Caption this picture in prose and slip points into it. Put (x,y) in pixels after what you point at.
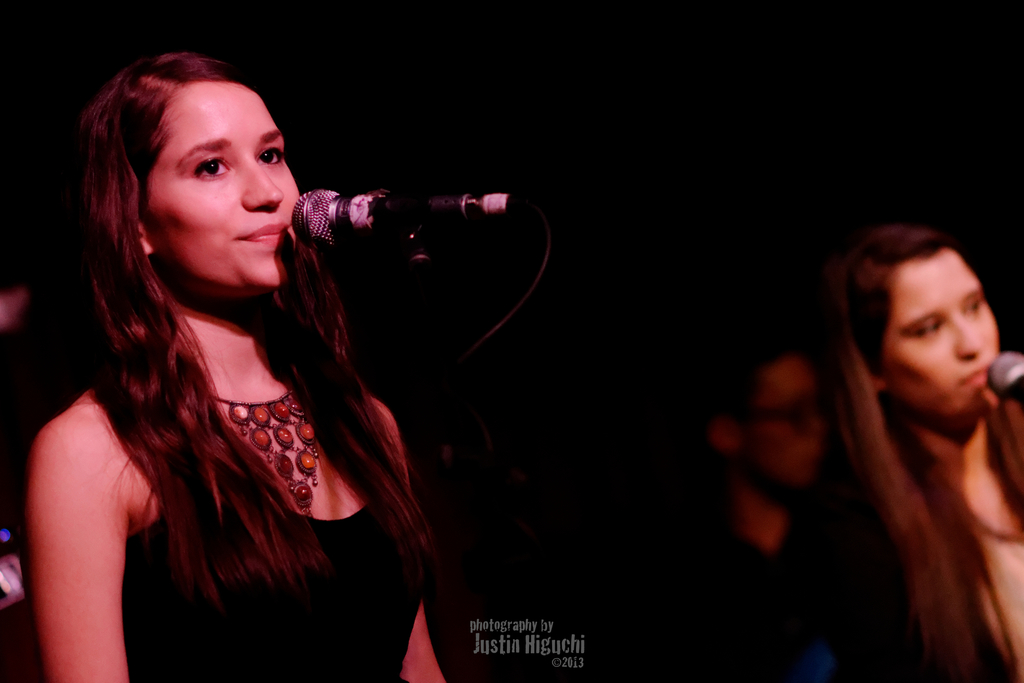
In the image we can see there is a woman (247,524) who is standing and in front of her there is a mic (435,209) with a stand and a woman (288,632) is wearing black colour dress (307,604) and beside there is another woman (877,365) who is standing. At the back (750,517) there is person (747,544) standing and the image is dark.
